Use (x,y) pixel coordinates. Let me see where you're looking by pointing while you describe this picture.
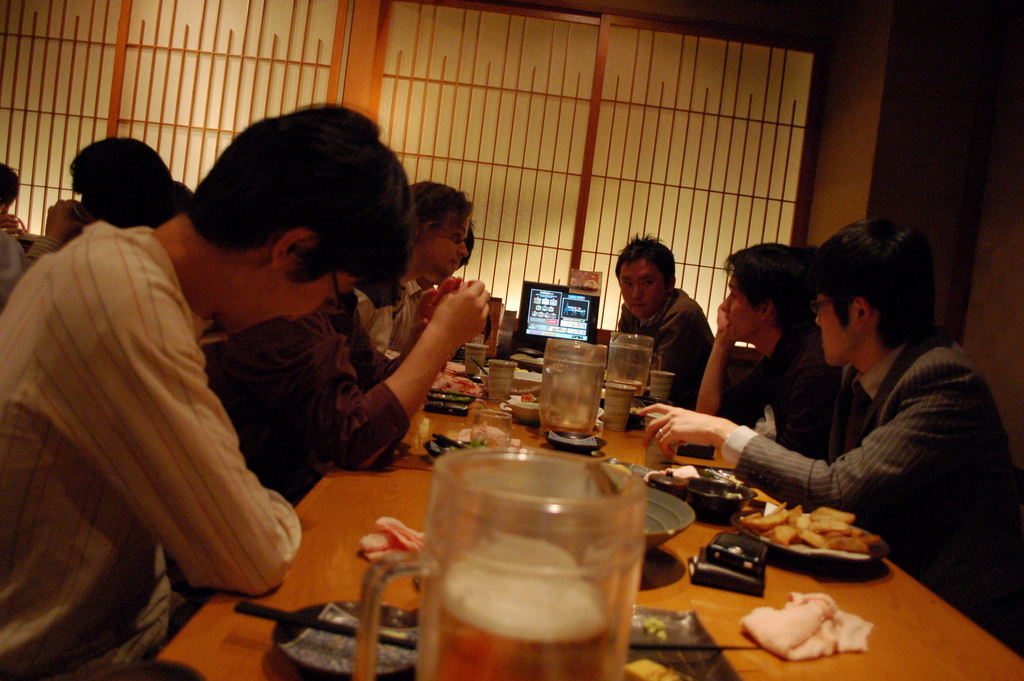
In this image we can see people (913,371) sitting and there is a table (925,618). We can see jars (554,546), plates (680,509), napkin (771,616), glasses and some food (800,536) placed on the table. In the background (529,321) there is a screen (590,325), wall (856,147) and windows (498,98).
